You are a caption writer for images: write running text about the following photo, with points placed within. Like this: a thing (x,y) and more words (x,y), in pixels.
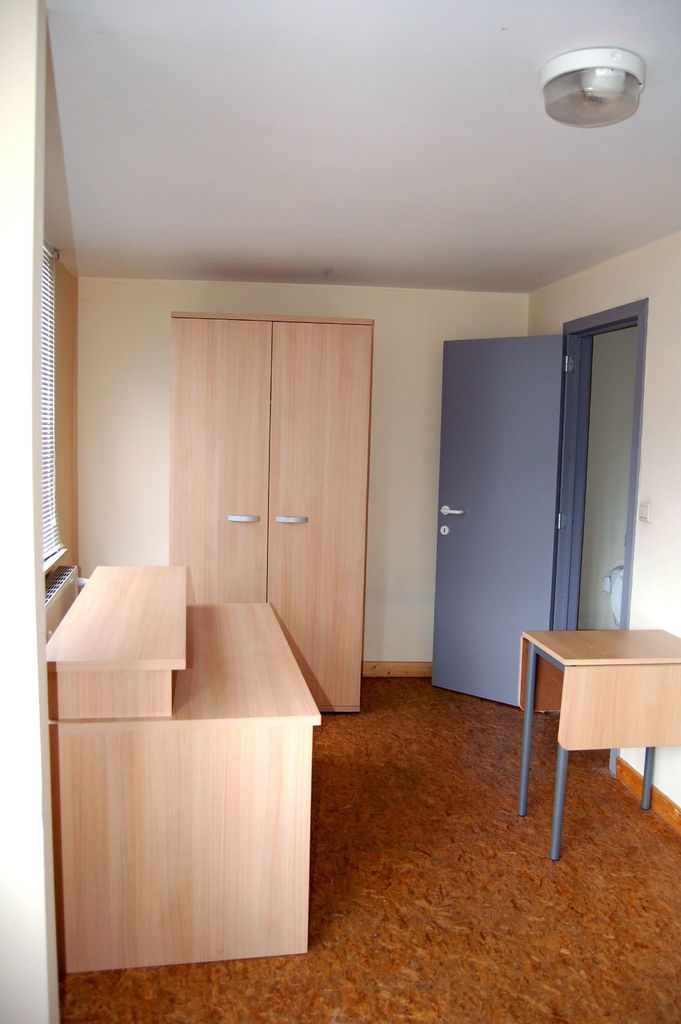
This looks like a wooden wardrobe (329,570) with the doors (300,476). I can see a table (553,709). This looks like a reception table (120,702). I can see a floor (480,905). This is a door (443,534) with a door handle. At the top of the image (542,74), I can see a lamp (594,74), which is fixed to the ceiling (328,223).
